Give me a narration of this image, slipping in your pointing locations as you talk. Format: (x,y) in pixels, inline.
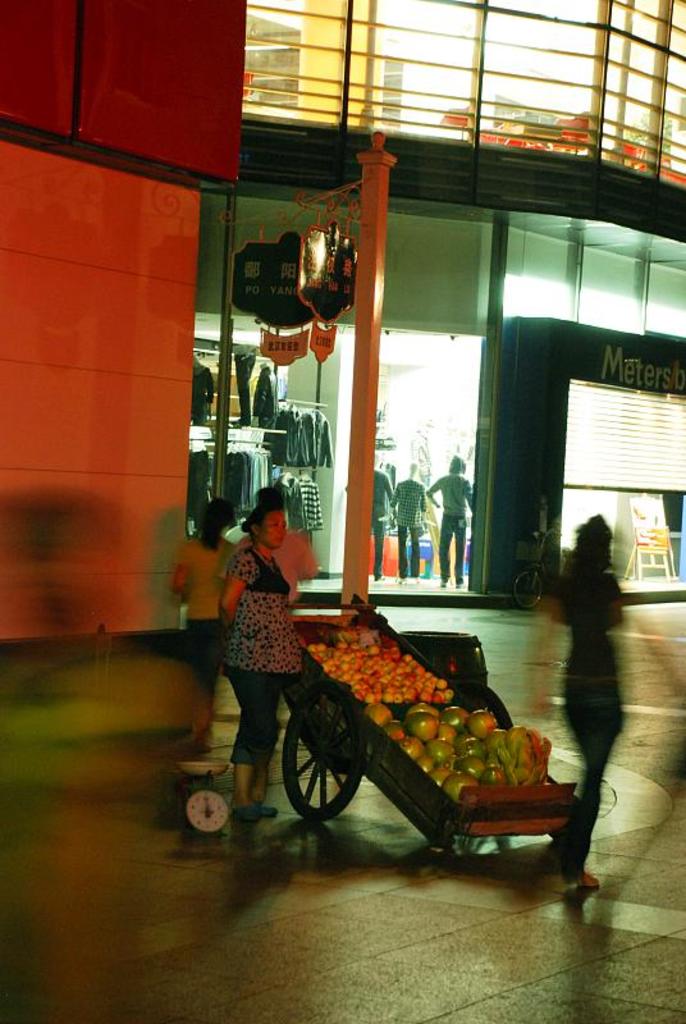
In this image, we can see fruits (411,721) on the trolley (335,617) and we can see an object (216,779) on the floor (310,893). In the background (209,536), there are people (209,536) and we can see a bicycle (541,532), boards (324,314), stands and there are clothes (296,435) and we can see mannequins (458,506) and there are lights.
